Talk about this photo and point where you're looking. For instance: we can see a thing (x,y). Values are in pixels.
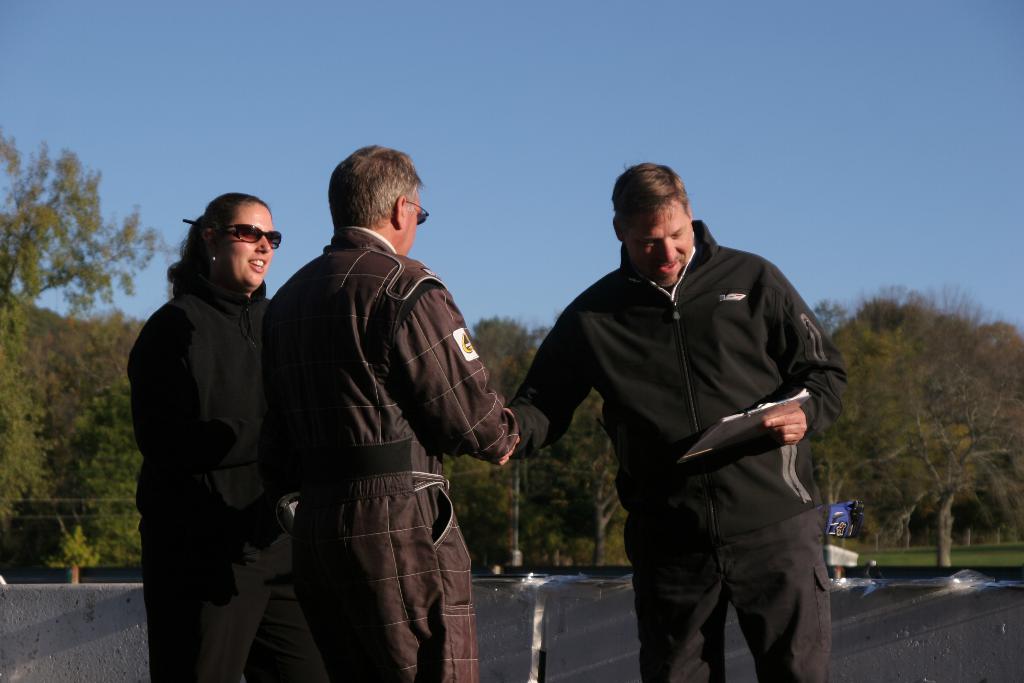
In this image there are three persons (446,324) wearing jackets (599,312) are standing before a wall (114,643). A person (706,504) wearing a black jacket (721,414) is holding a pad (744,427) in his hand (777,418). Woman (256,396) is wearing goggles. Behind them there is grassland (961,545) having few trees (958,452). Top of image (439,115) there is sky (433,113).
